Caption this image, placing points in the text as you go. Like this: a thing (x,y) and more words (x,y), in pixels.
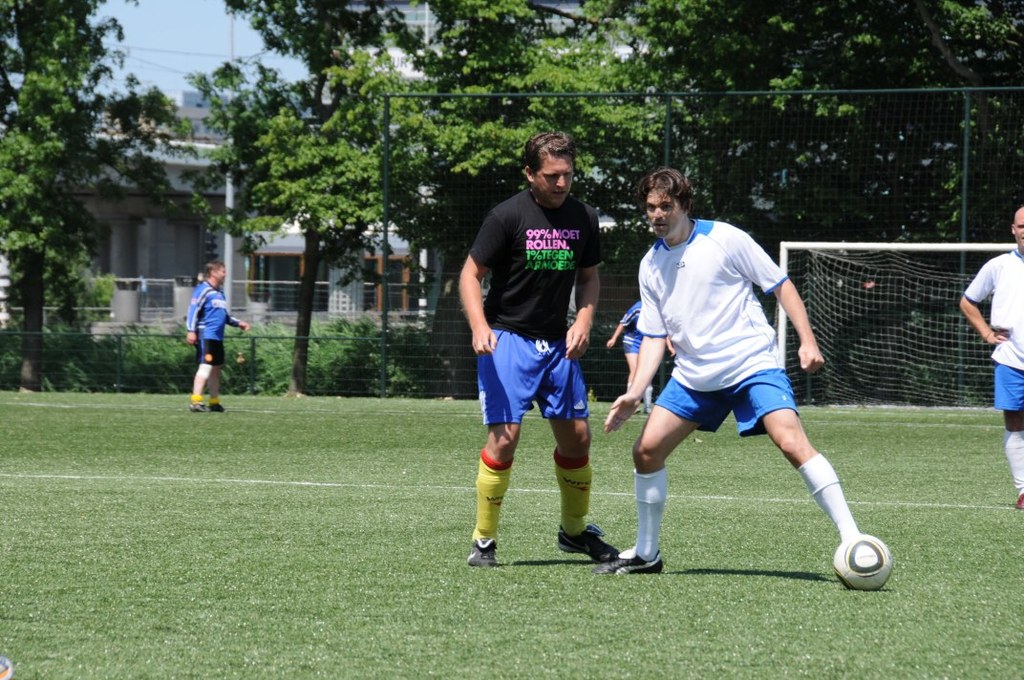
In the picture there is a ground (1018,599) in which people (971,324) are playing football two persons (745,373) are near to the ball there is the net (836,354) and poles (964,235) there are some trees (627,107) there is a clear Sky (162,38) there are buildings (217,159) near to them.
